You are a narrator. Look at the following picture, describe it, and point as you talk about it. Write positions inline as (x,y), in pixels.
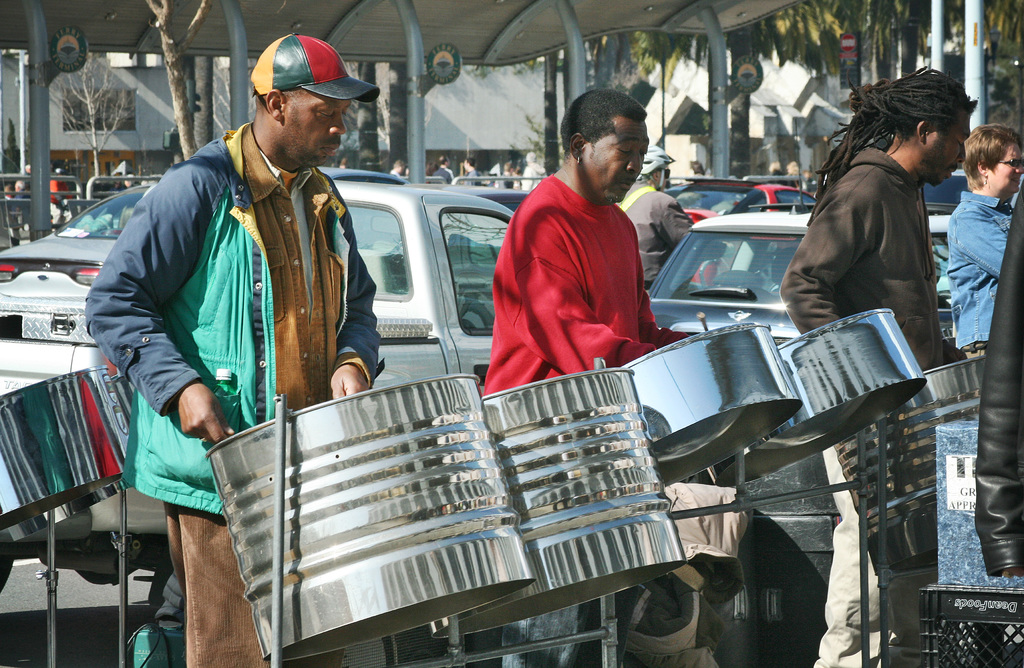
In this image there are a few people (233,323) playing drums (713,450) in front of them, behind them there are cars (381,225) parked, on the other side of the cars (112,213) there are pillars (38,206), metal rod fence (59,198), on the other side of the fence (727,178) there are a few people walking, in the background of the image (99,113) there are trees (93,126) and buildings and on the metal rods (421,71) there are some display boards (62,56).
